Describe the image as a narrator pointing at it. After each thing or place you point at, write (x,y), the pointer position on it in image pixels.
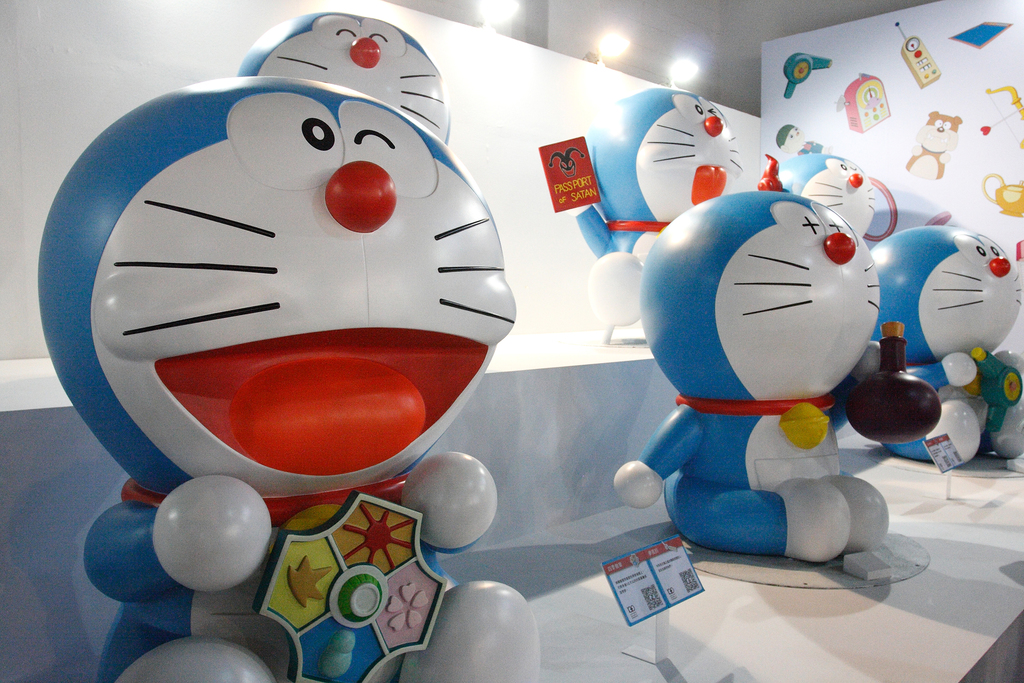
In the image there are few toys (252,121) on the shelf (14,600) with stickers (1009,210) on the right side wall (898,105) with lights (689,72) behind it.
